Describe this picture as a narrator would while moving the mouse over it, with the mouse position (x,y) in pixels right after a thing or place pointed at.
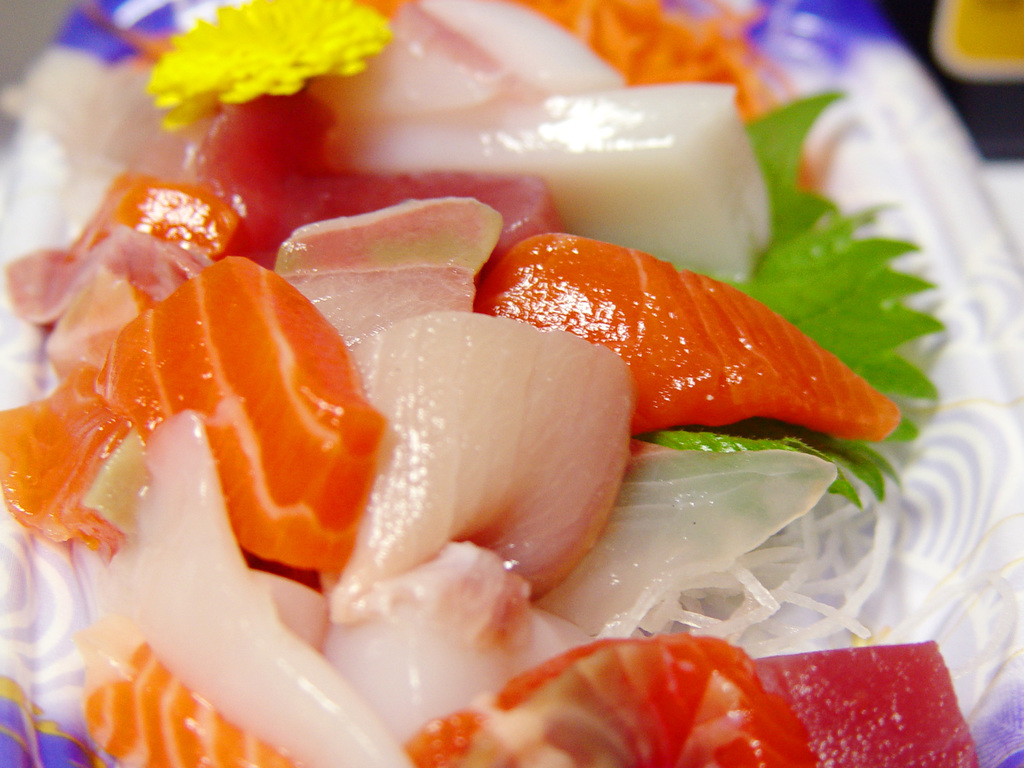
In this image, we can see some food items (714,340) on a plate (966,592). We can also see an object (1018,154) at the top right corner (948,57).
